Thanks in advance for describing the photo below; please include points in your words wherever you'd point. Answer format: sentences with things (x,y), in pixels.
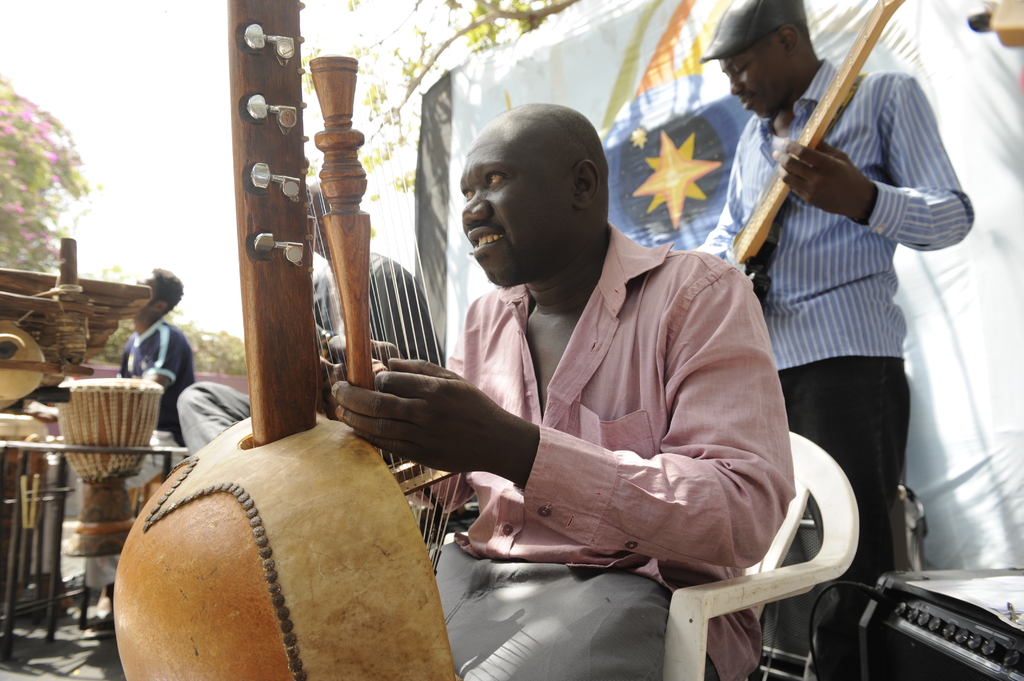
there is outside of the room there are so many instruments (161,394) are present and 4 persons (405,355) are present and two persons (381,408) are sitting and other two persons (888,260) are playing some instrument (801,145).
